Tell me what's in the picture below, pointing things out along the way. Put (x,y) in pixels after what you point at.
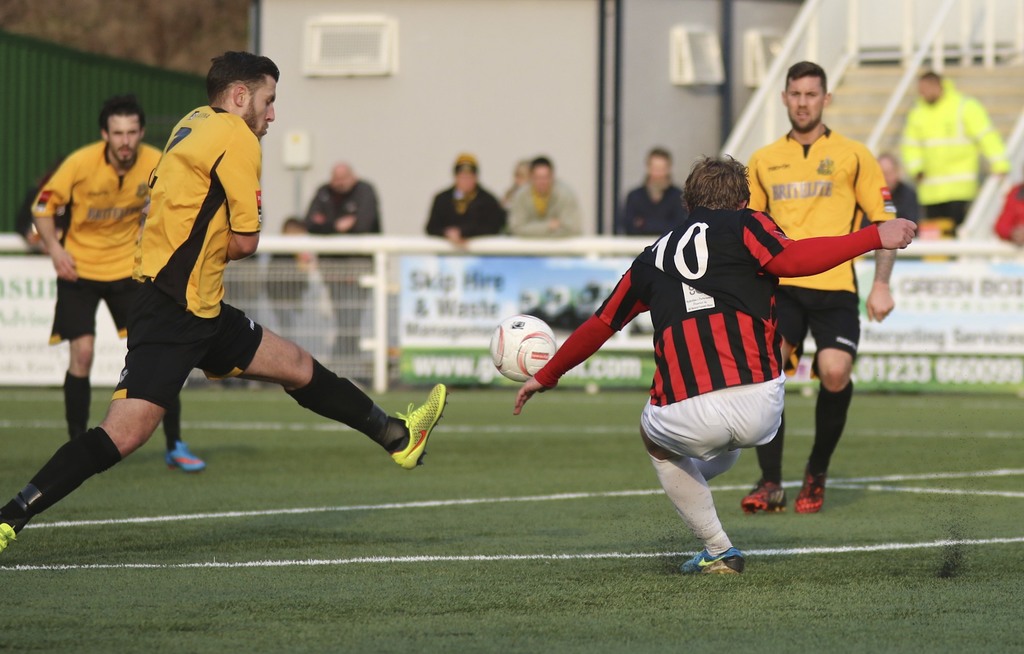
In this picture I can observe four men (661,310) playing football in the ground (532,517). In the background (373,305) I can observe a railing (382,314). Behind the railing (378,238) there are some people (503,217) standing on the ground (429,491).
